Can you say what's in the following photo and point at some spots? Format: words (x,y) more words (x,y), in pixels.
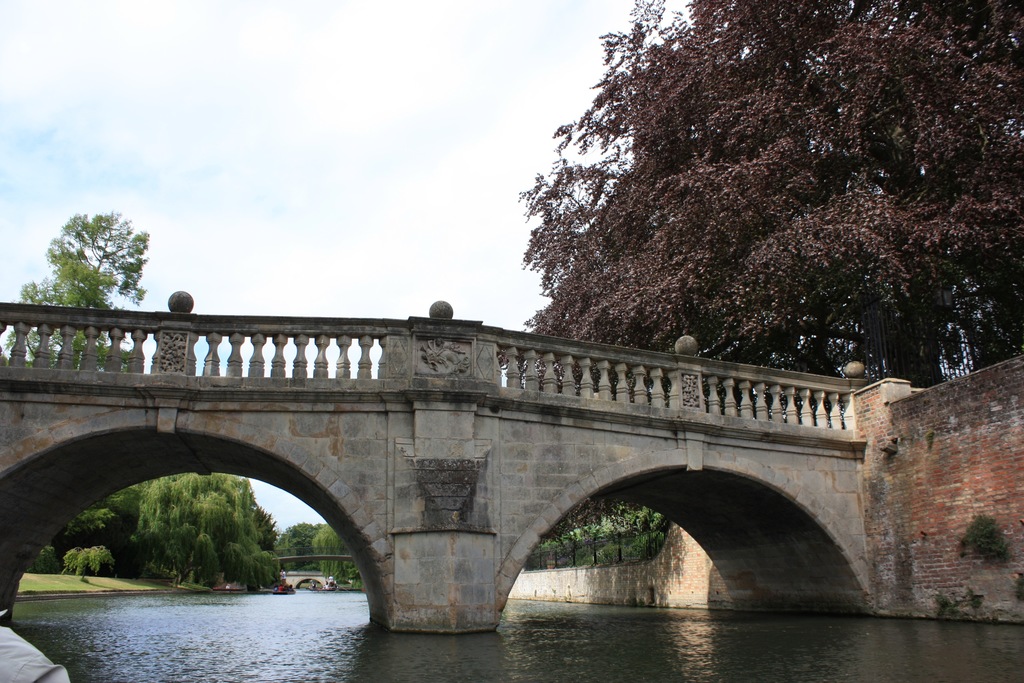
In this image we can see the bridge (460,566), water (345,622), brick wall (1001,434) and also trees (972,93). We can also see the sky (376,26).
